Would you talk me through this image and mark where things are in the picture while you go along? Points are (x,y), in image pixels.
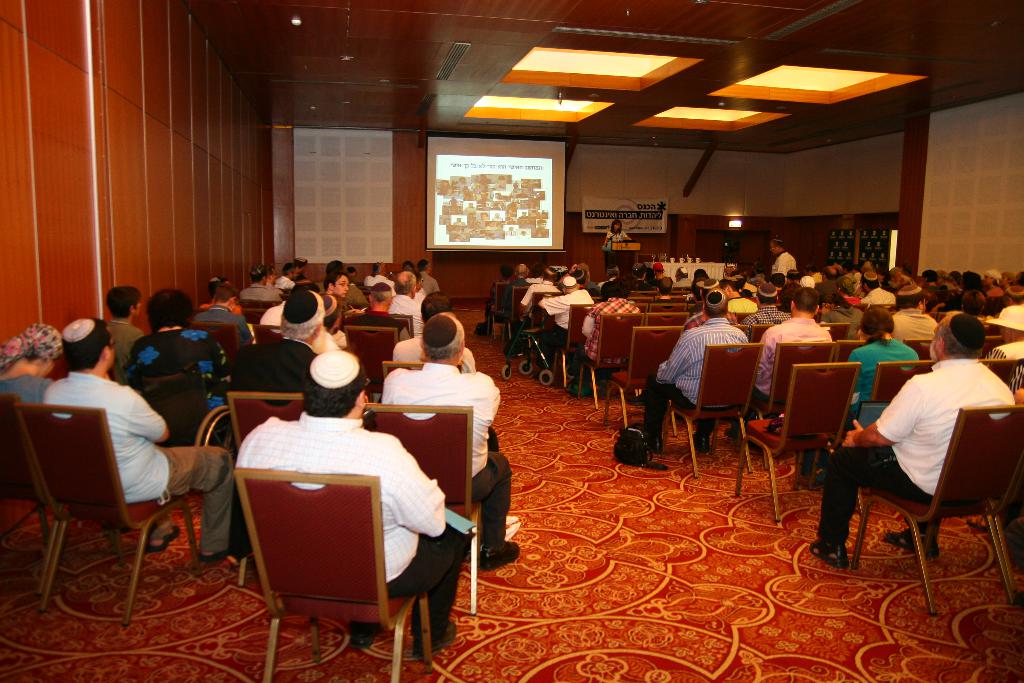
In the hall (584,279) there are people (911,400) sitting on the chair (821,381). In front of them there is a lady (611,242) standing in front of the podium (619,258). To the right side of her there is screen (530,193). And to the backside of her there is a poster (608,208).
